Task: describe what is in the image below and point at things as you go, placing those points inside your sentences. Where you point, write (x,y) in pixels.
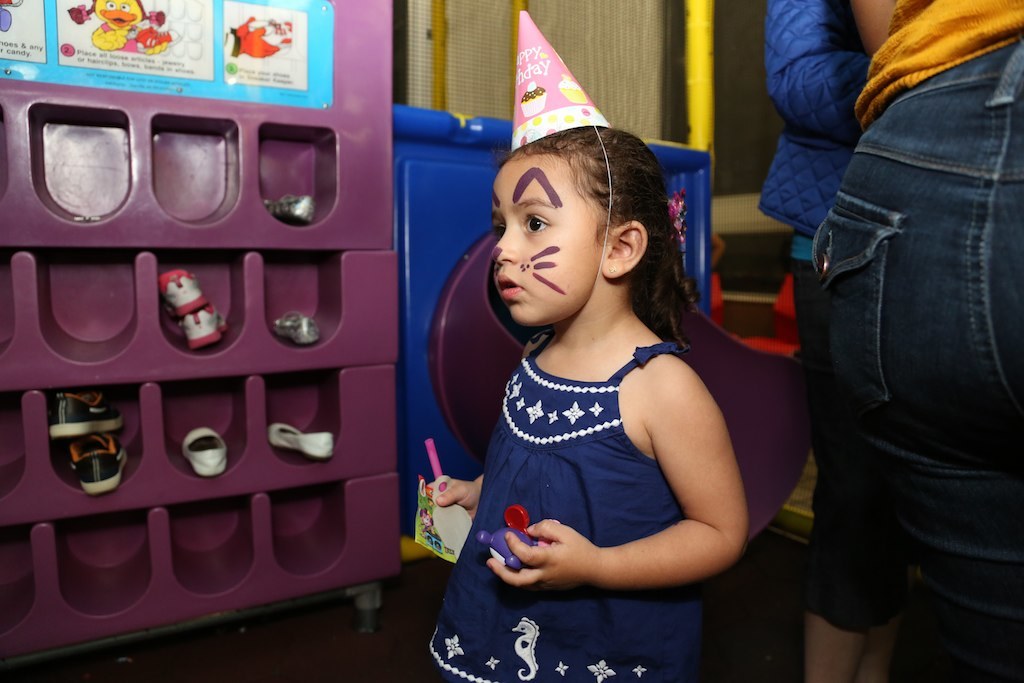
In this image I see a girl (562,261) who is wearing white and blue dress (521,461) and I see a hat (533,81) on her head (570,129) on which there are 2 words (537,51) written and I see pictures (534,89) of cupcakes (543,91) and I see the girl (503,463) is holding few things (430,448) in her hands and I see 2 persons (784,38) over here and I see there are shoes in this thing (208,211) and I see the blue color thing (50,34) over here and I see pictures (155,43) and words (171,68) on this blue color thing (190,50).
